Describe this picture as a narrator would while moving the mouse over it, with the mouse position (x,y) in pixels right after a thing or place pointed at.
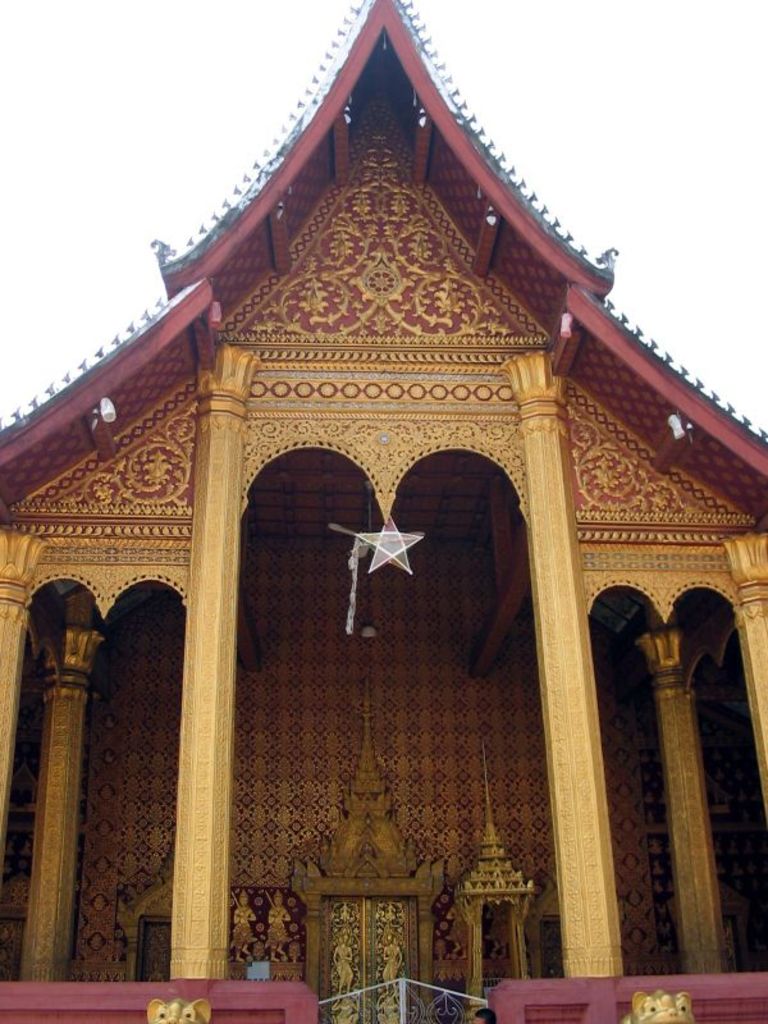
In this picture we can see a house (350,484). There are a few lights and a star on this house (694,986). We can see some golden statues (380,996).
